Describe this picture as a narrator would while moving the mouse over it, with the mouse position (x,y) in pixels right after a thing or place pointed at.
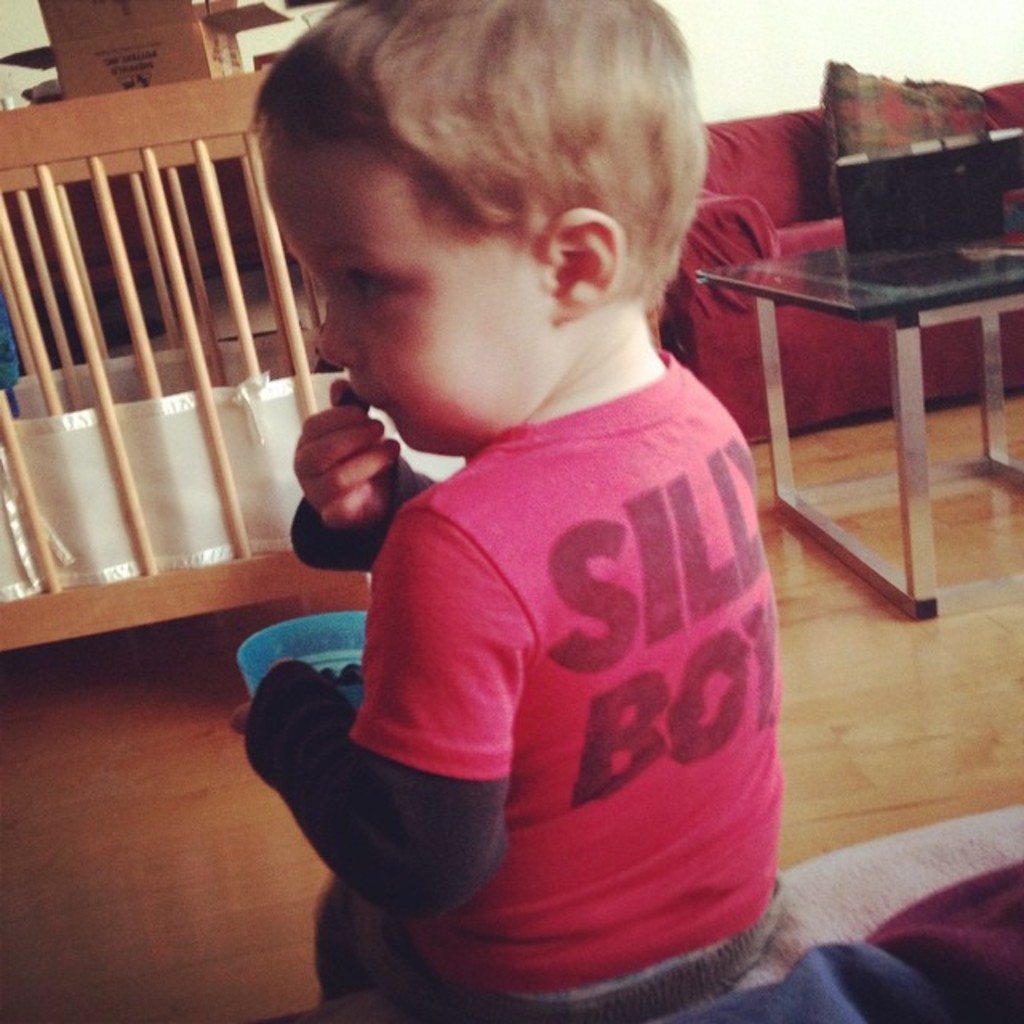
In this image i can see a baby boy (438,626) wearing a red color t-shirt (519,596) and on the right side (747,209) i can see a sofa set (758,242) and i can see a table (889,312).
